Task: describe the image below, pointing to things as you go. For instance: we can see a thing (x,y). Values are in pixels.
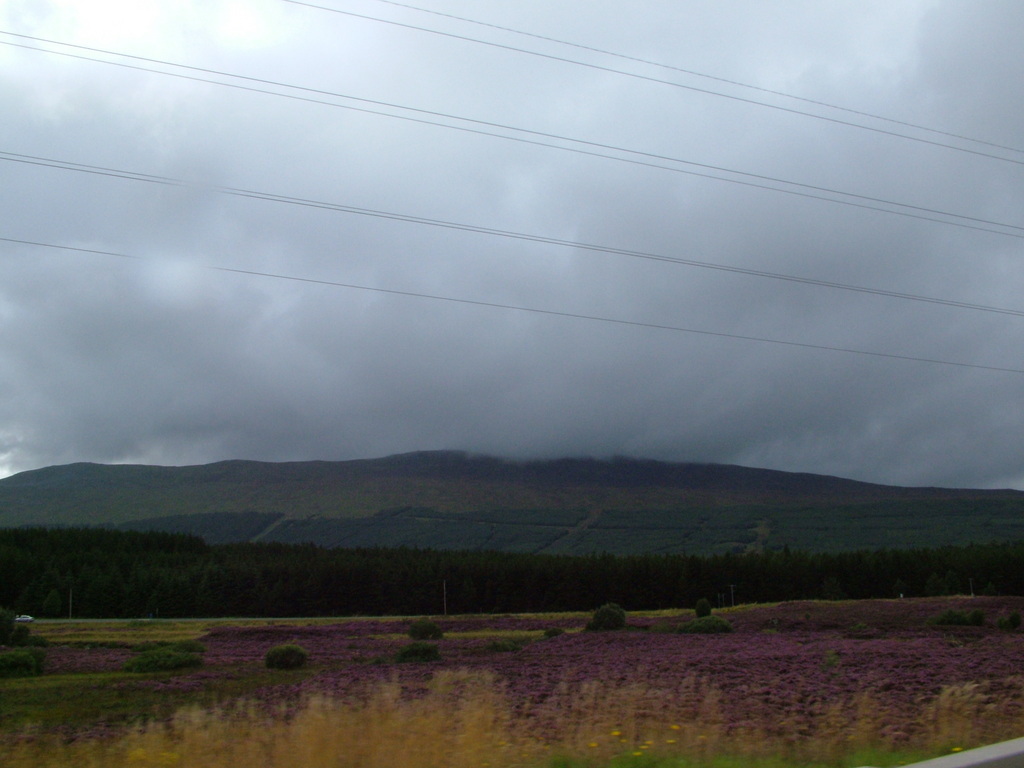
In this image I see the plants (524,662) in front (428,734) and I see the wires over here. In the background (915,410) I see the trees (400,556), mountains (398,491) and the sky (552,184) which is cloudy.
